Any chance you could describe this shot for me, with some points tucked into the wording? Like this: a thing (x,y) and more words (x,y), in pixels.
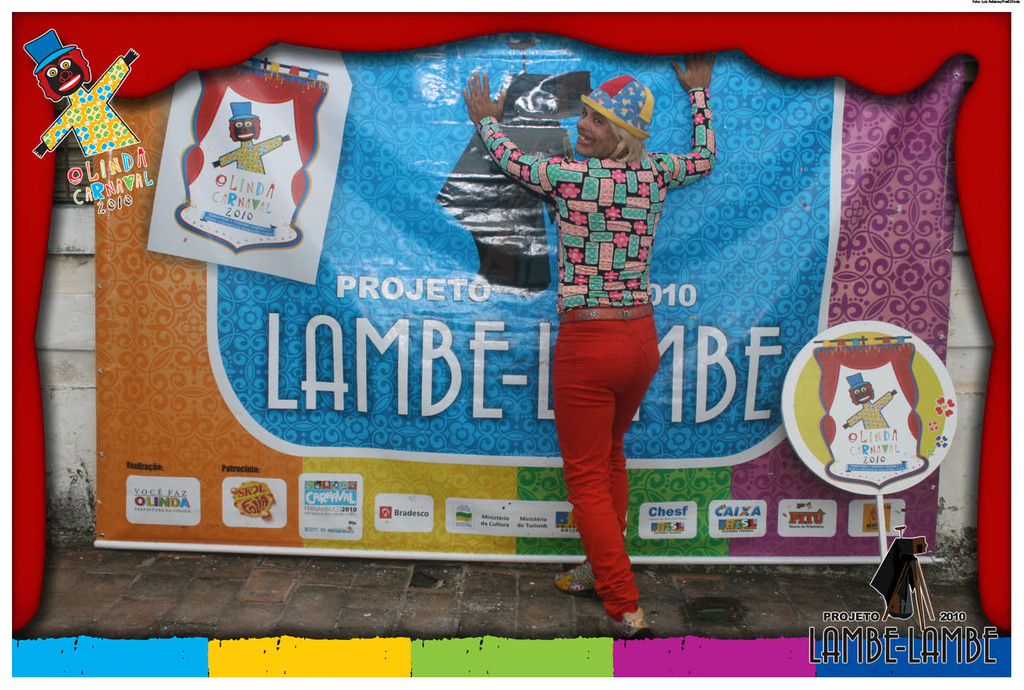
It is an edited image, there is a person (692,168) standing by keeping the hands (483,109) on the poster (515,242) and there is a colorful frame design (841,45) around the picture.
